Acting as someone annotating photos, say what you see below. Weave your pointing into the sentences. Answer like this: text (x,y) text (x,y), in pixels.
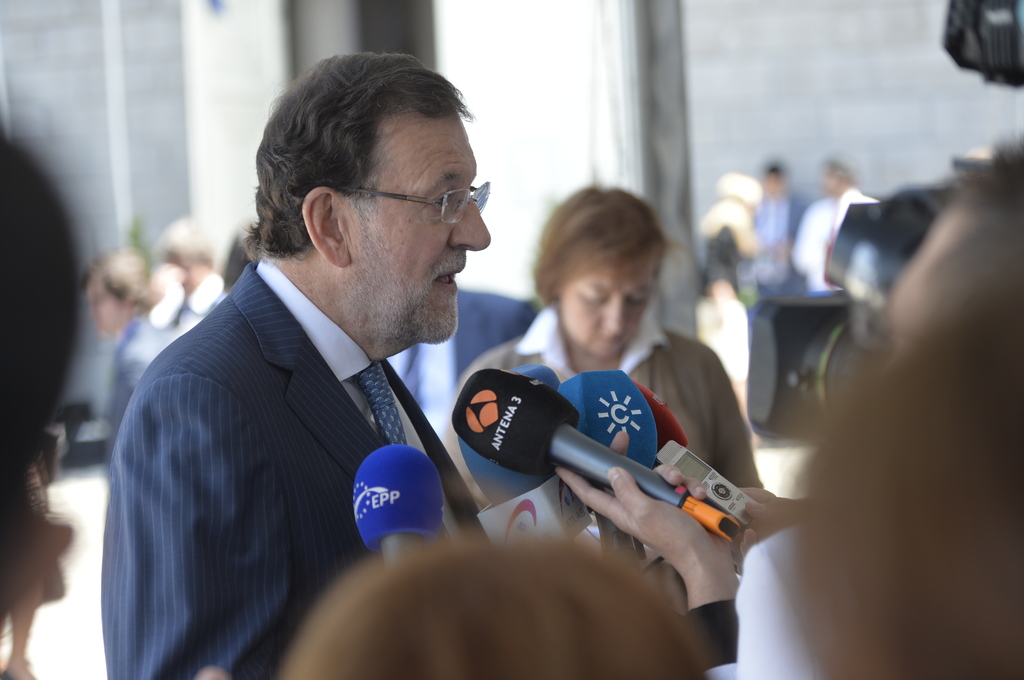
In this image there is a person (413,269) with glasses (479,193) standing and talking in front of mike's (683,492). Image also consists of few more persons (60,325) and the background (712,72) is blur.
